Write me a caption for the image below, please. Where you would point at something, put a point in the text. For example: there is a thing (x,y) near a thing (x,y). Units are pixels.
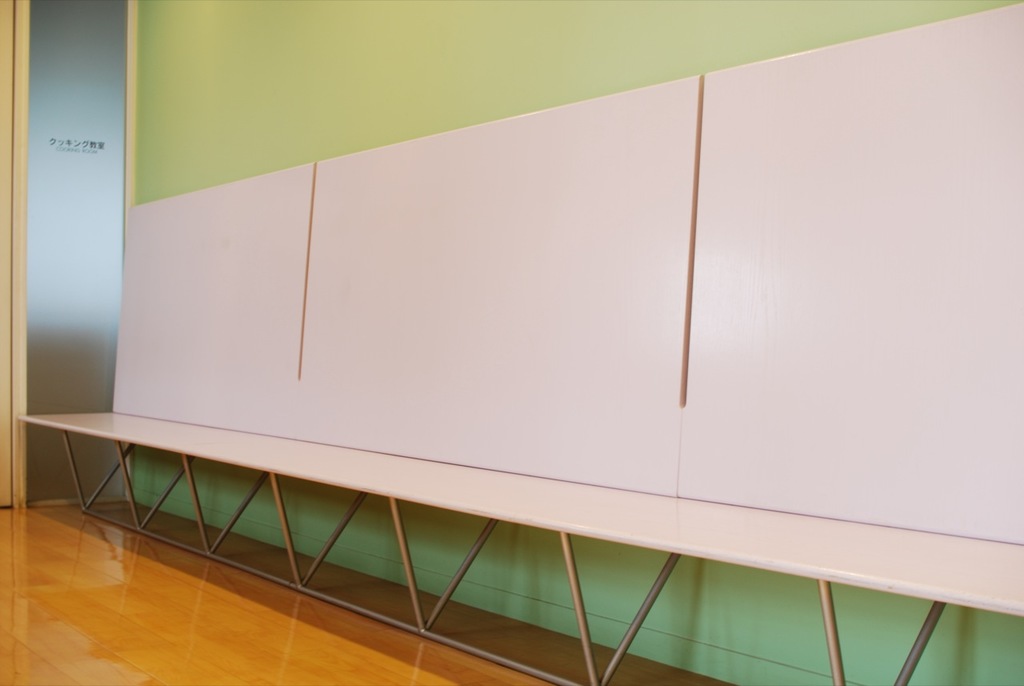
In this image, I can see a bench (406,628) on the wooden floor (323,650). In the background (498,98), there is the wall (493,55). On the left side of the image (56,235), I can see a glass door (62,343).
